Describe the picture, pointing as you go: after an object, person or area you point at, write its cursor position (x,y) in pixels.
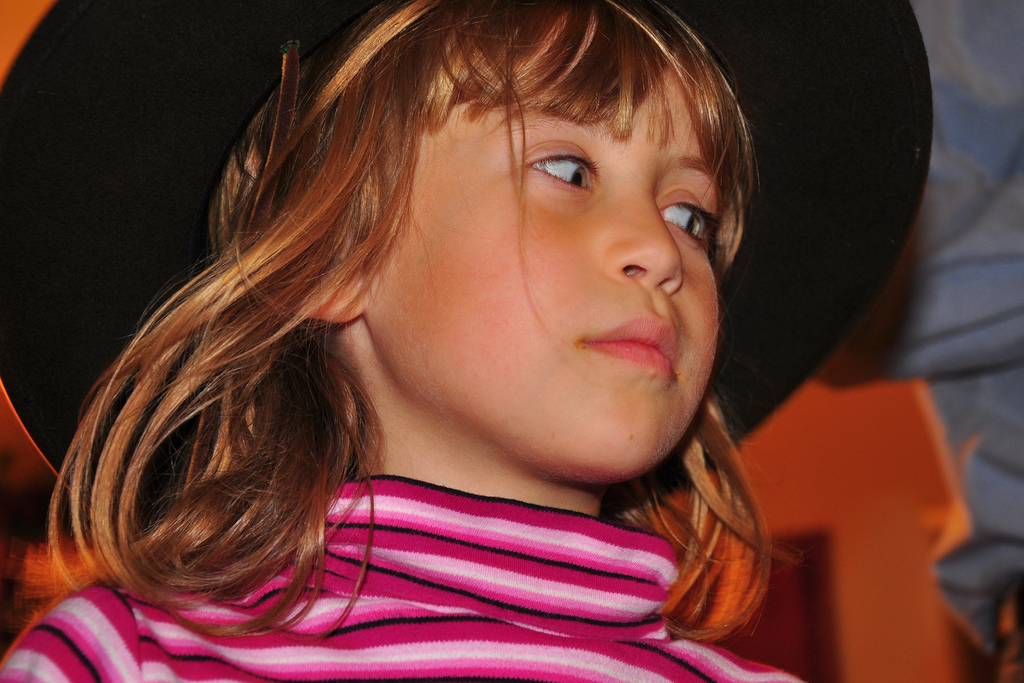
A person (403,336) is present wearing a pink and black t shirt (667,572) with a black hat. She is watching towards right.
